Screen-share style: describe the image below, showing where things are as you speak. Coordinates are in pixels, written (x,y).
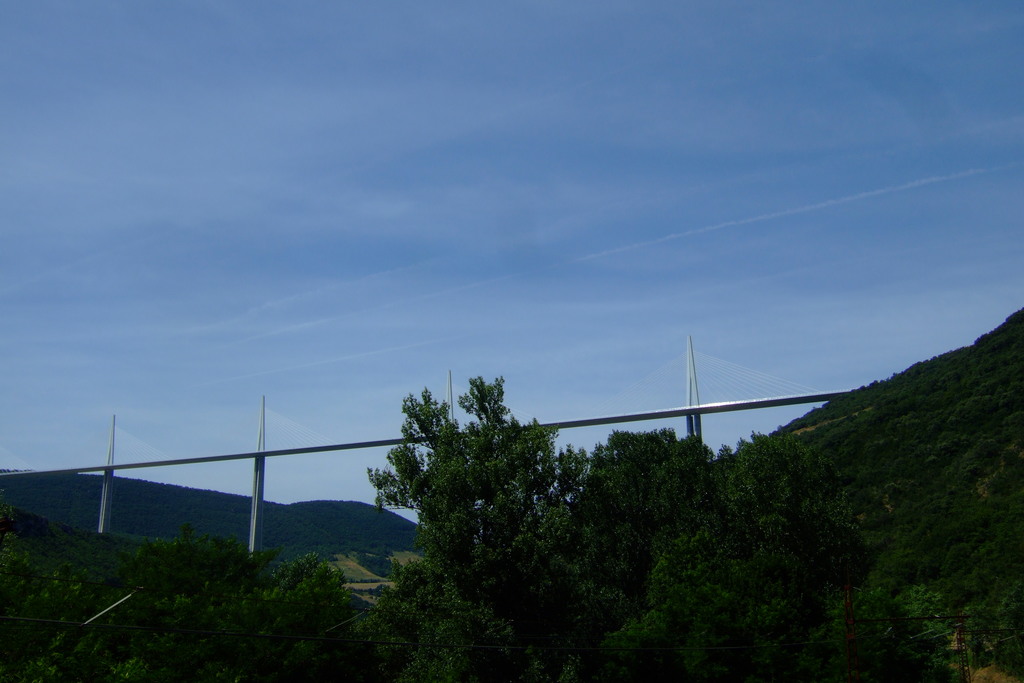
In this picture I can see there is a bridge (695,408), it has towers (104,509) and there are mountain (95,521) here and it is fully covered with trees (234,550) and the sky (254,290) is clear.
